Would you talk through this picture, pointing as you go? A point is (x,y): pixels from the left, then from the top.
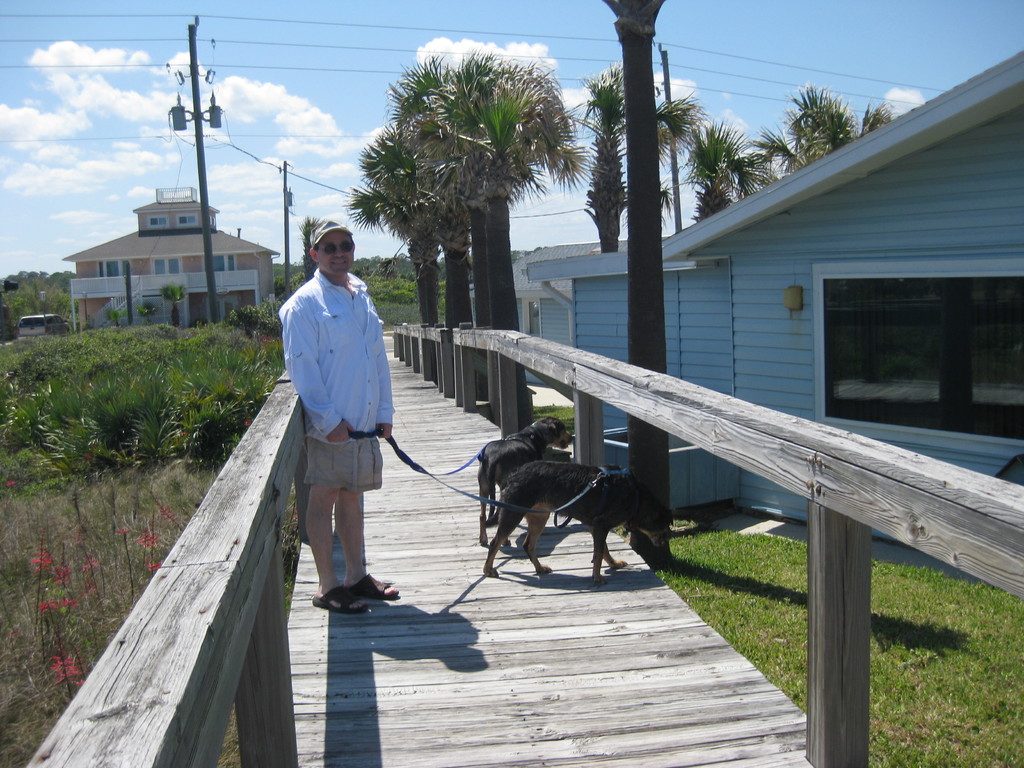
In this image there is a person (342,379) with glasses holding the dog belts (470,462) and standing on the wooden path (397,673). Image also consists of trees (561,151), plants (204,386) and grass (142,522). We can also see some buildings (967,190) and poles (191,82) with wires (180,16). At the top (370,43) there is sky (322,83) with some clouds (296,132).
